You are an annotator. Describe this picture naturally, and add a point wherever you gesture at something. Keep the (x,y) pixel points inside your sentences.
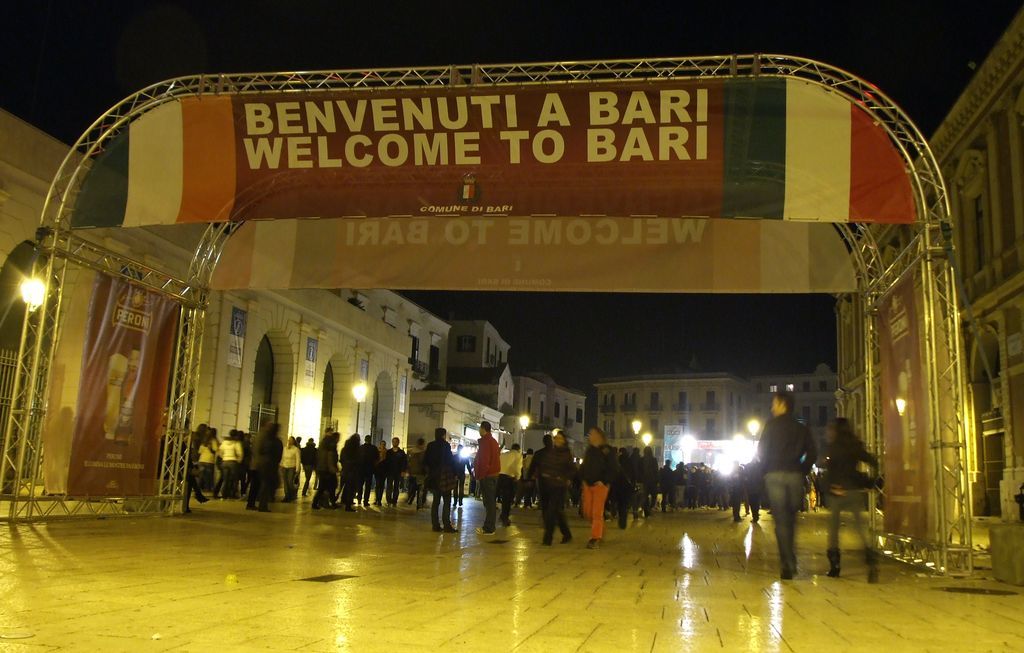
In this image there are group of persons (600,467) standing and walking. On the top (394,130) there is a banner (334,168) with some text (455,146) written on it. On the left side (19,276) there is a light (26,297) and there is a building (16,232). In the background (414,388) there are buildings (396,419) and there are light poles (359,417) and there are persons (495,446). On the right side (965,257) there is a building (987,258).
